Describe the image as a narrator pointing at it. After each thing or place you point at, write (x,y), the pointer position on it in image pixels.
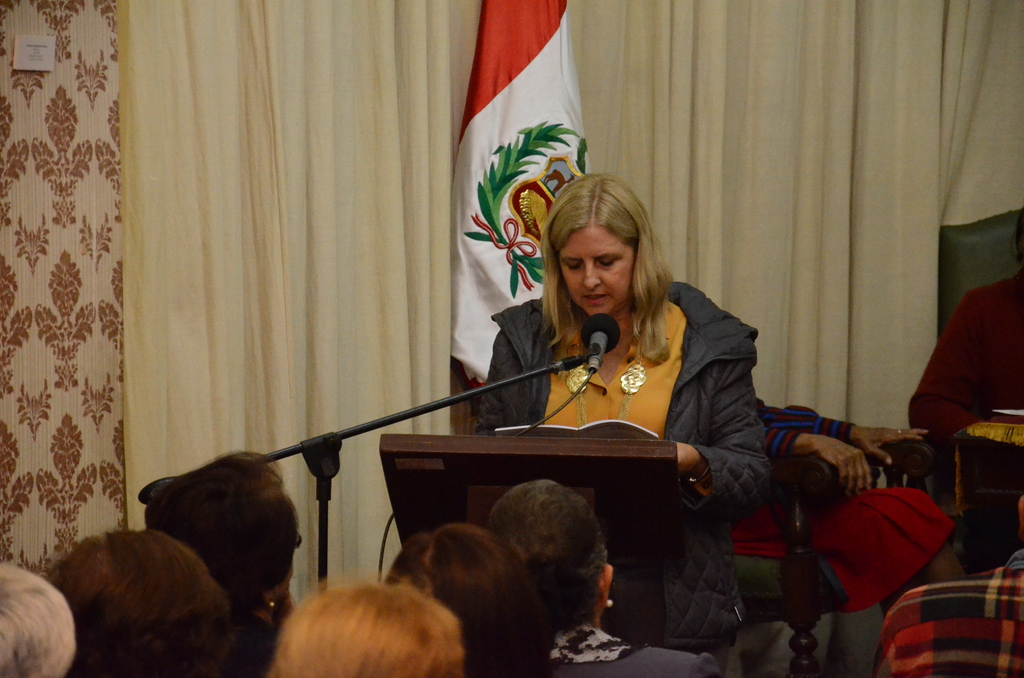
In this image there are people (493,607) sitting, on chairs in front of the people (487,581) there is a podium (432,463), behind the podium (432,463) a woman (674,373) is standing and there is a mic (598,345), in the background (176,183) there is a curtain (911,125) and a flag (534,185).
